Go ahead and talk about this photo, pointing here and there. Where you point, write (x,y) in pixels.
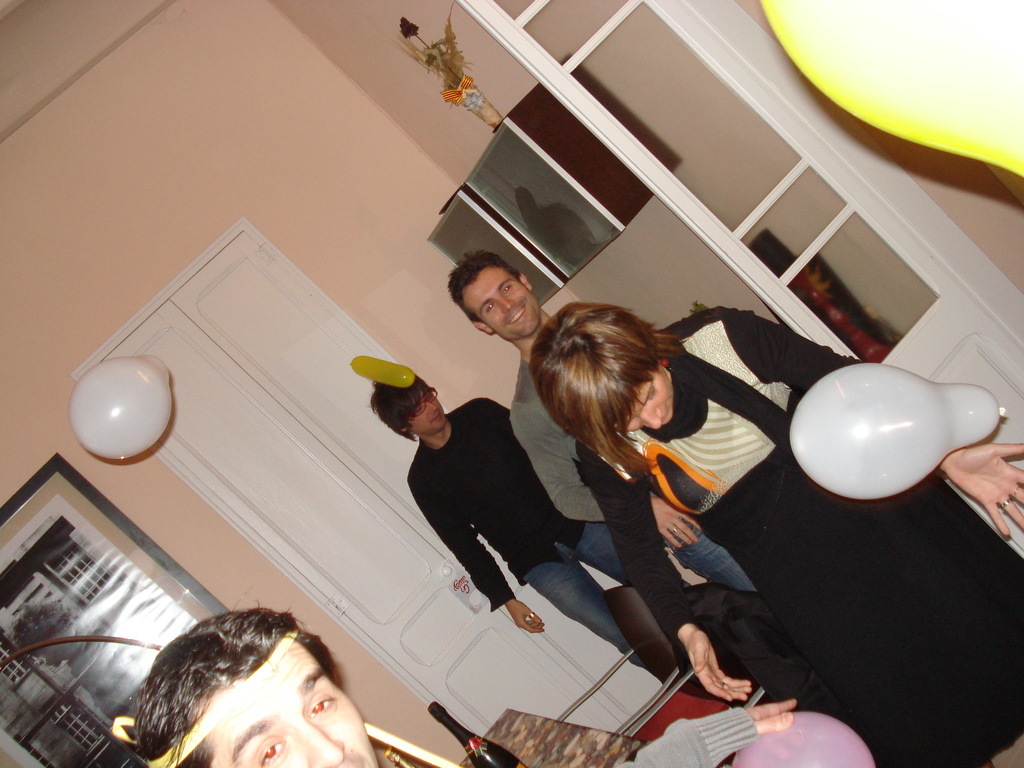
In this image there are group of people (531,538) standing in a room (161,590) where balloons (98,446) are flying behind them there is a door (399,623) and cupboard (470,177) with flower vase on the top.
